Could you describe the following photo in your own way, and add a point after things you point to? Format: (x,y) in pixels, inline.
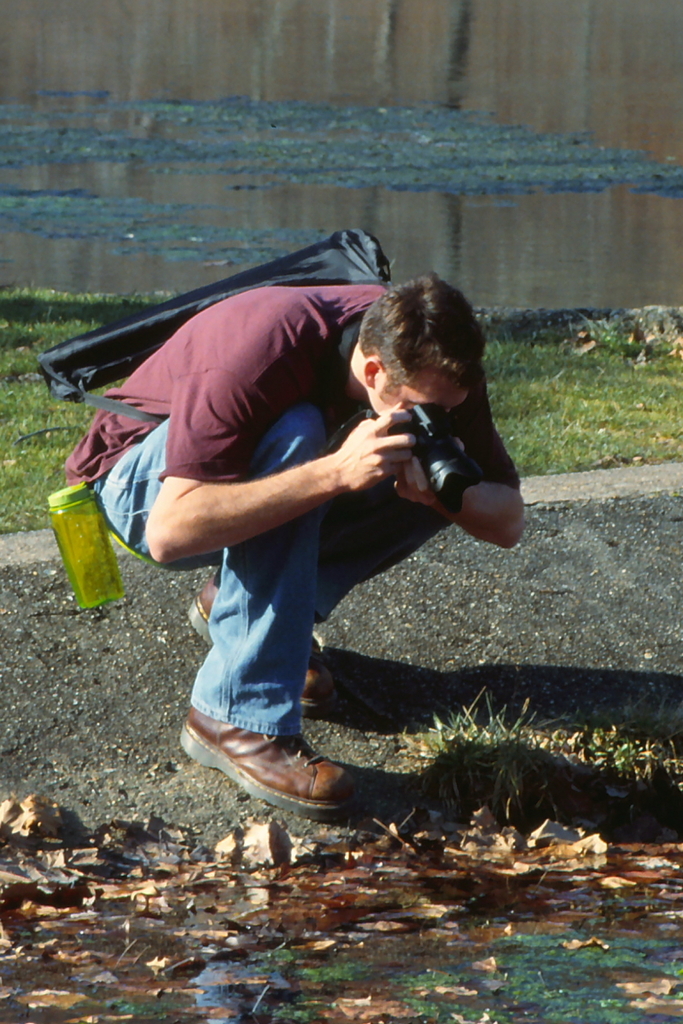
In this image I can see a person (343,518) taking the pictures with the camera (448,469). And this person (181,412) is wearing t-shirt (246,395), pant (270,577) and the shoes (243,759). There is a bottle (96,525) and a bag (170,336) with him. In the background (520,292) there is a grass (583,382) and water (417,191).
